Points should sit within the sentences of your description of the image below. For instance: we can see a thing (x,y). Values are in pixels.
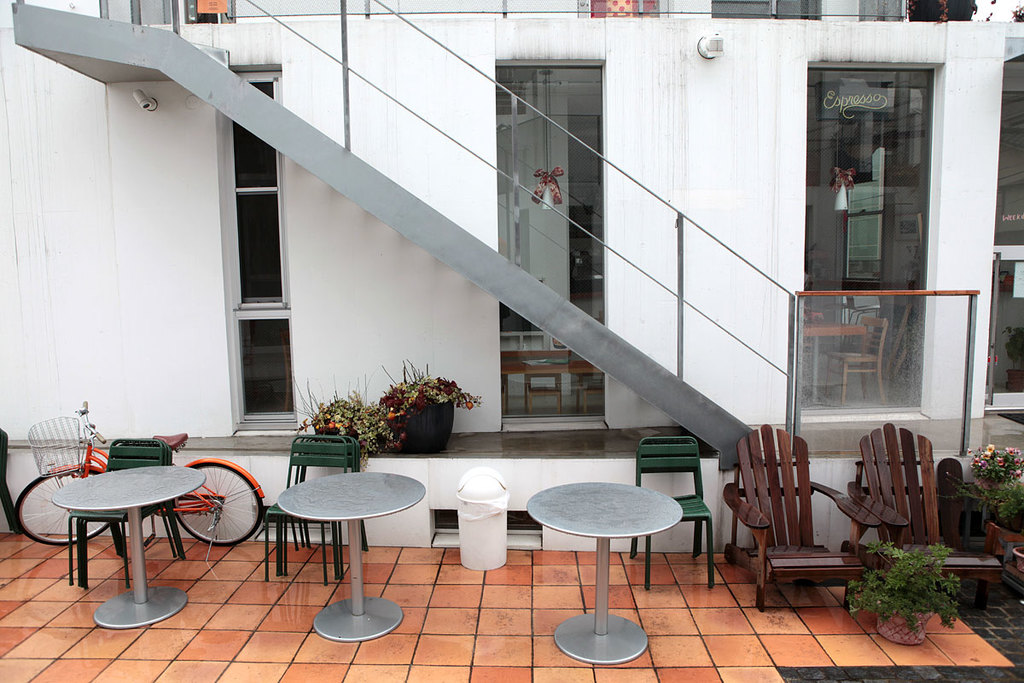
In this picture there are chairs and circular tables (322,494) at the bottom side of the image (311,501) and there are plant pots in the image and there is a staircase (490,262) and glass windows (857,77) in the image.
